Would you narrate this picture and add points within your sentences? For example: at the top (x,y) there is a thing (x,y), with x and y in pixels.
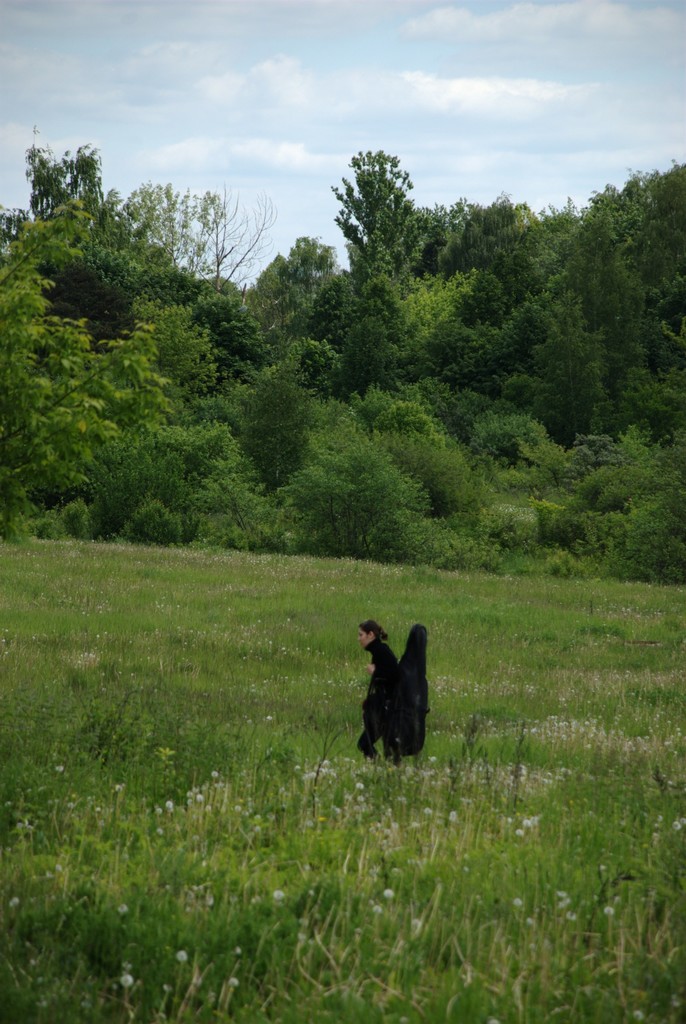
There is a lady (371,691) holding a bag (416,712) and walking through the plants (330,733). In the background (281,445) there are trees (501,341) and sky (282,110).
